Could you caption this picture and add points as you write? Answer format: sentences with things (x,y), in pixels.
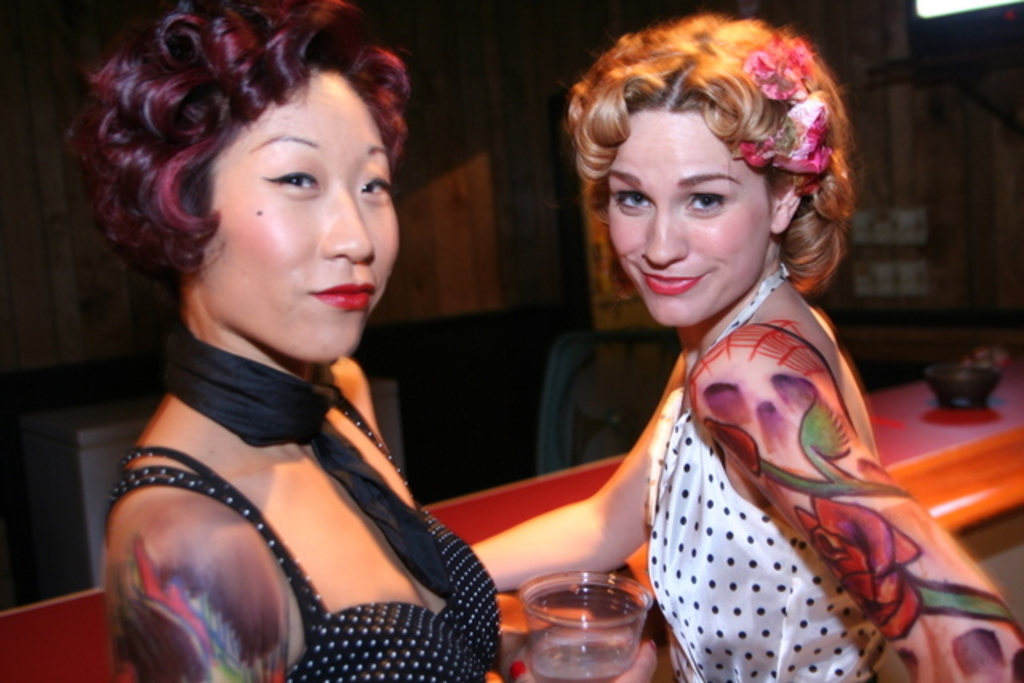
This picture shows couple of woman (285,315) with a smile on their faces (657,280) and woman (633,661) holding a glass (617,625) in her hand (622,675).
